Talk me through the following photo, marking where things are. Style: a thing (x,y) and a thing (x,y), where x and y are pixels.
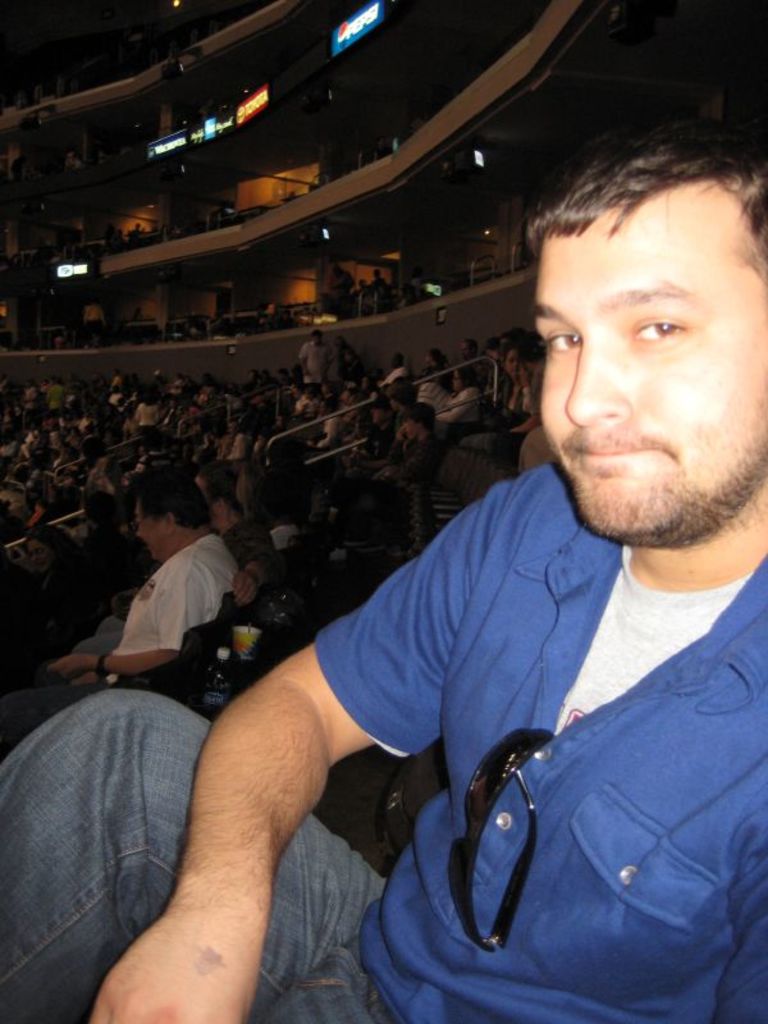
In front of the image there is a person (376,596). Behind him there is a water bottle (220,652) and a cup (255,633). There are a few people (9,434) sitting in the stands (165,330) and there are a few people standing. There is a railing (274,436). In the background of the image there are display boards (220,121).
